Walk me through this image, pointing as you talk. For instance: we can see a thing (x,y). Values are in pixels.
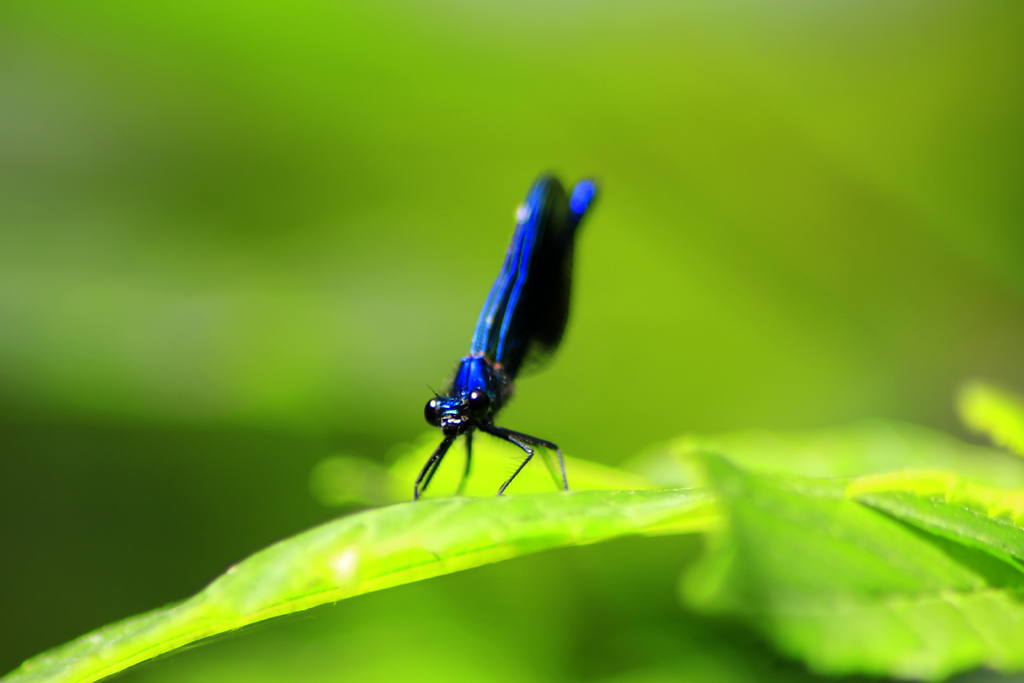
In this image the front there is an insect (476,406) on the leaf (498,500) and the background (187,223) is blurry.
